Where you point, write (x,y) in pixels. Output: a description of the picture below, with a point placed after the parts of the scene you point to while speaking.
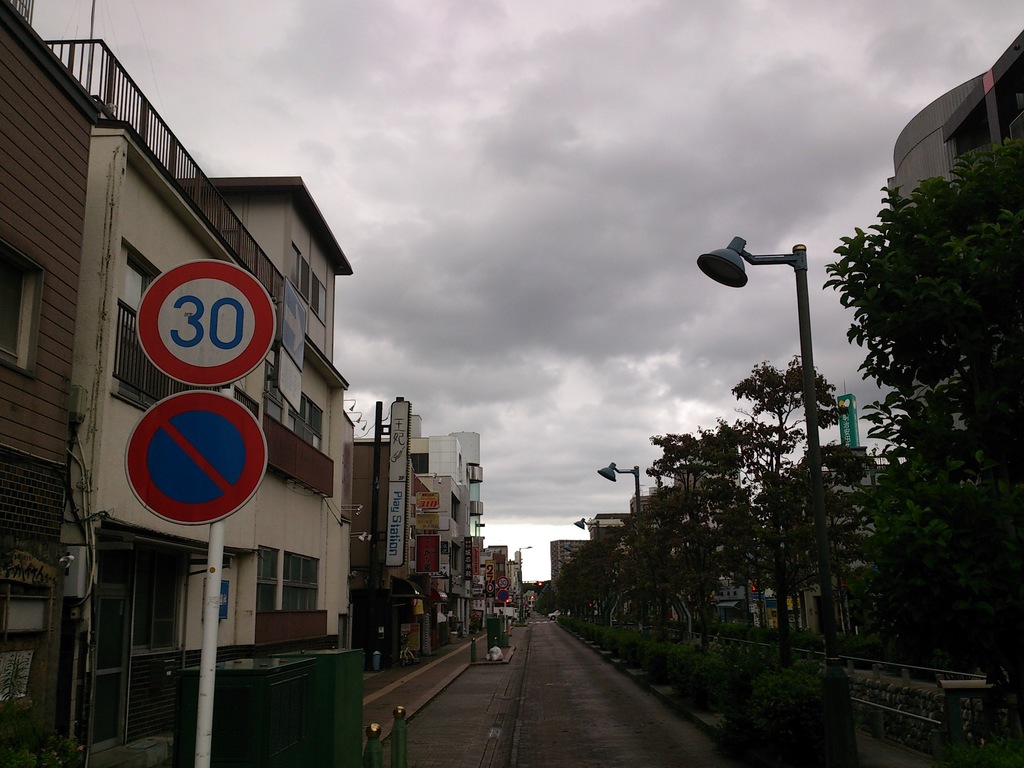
This image is taken on a road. On the left side (290,612) there are buildings (332,571) and there is a board (196,368) in the front (188,506) with some number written on it. On the right side (751,536) there are trees (632,563), light poles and plants (770,676) and there are buildings (574,546), and the sky (603,204) is cloudy.
